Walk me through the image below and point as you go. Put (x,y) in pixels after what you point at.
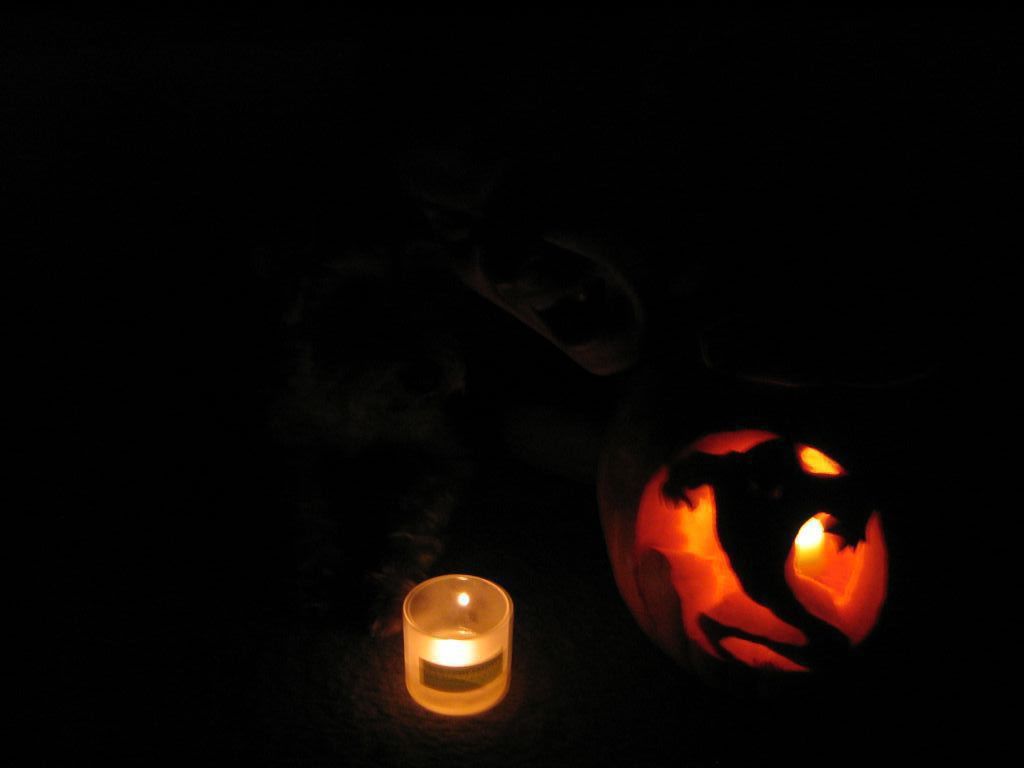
In the image I can see a candle (468,667) and some other things (631,586). The background of the image (93,373) is dark.
